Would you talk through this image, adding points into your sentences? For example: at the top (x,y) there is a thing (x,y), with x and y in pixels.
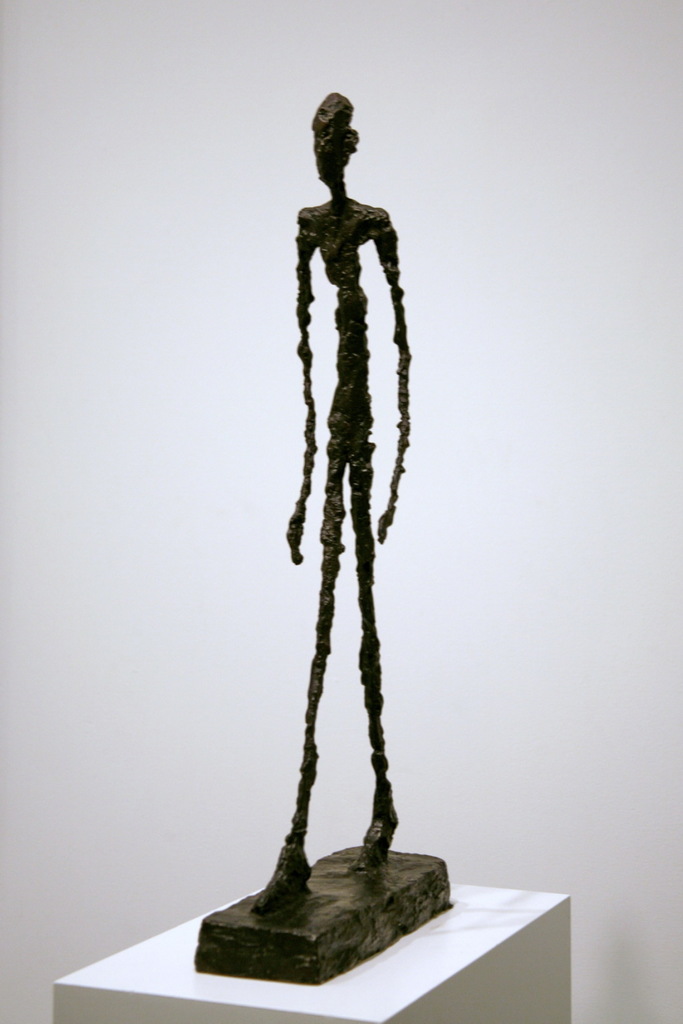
In the picture I can see a black color object (363,508) on a white color box (439,953). The background of the image (97,354) is white in color.
